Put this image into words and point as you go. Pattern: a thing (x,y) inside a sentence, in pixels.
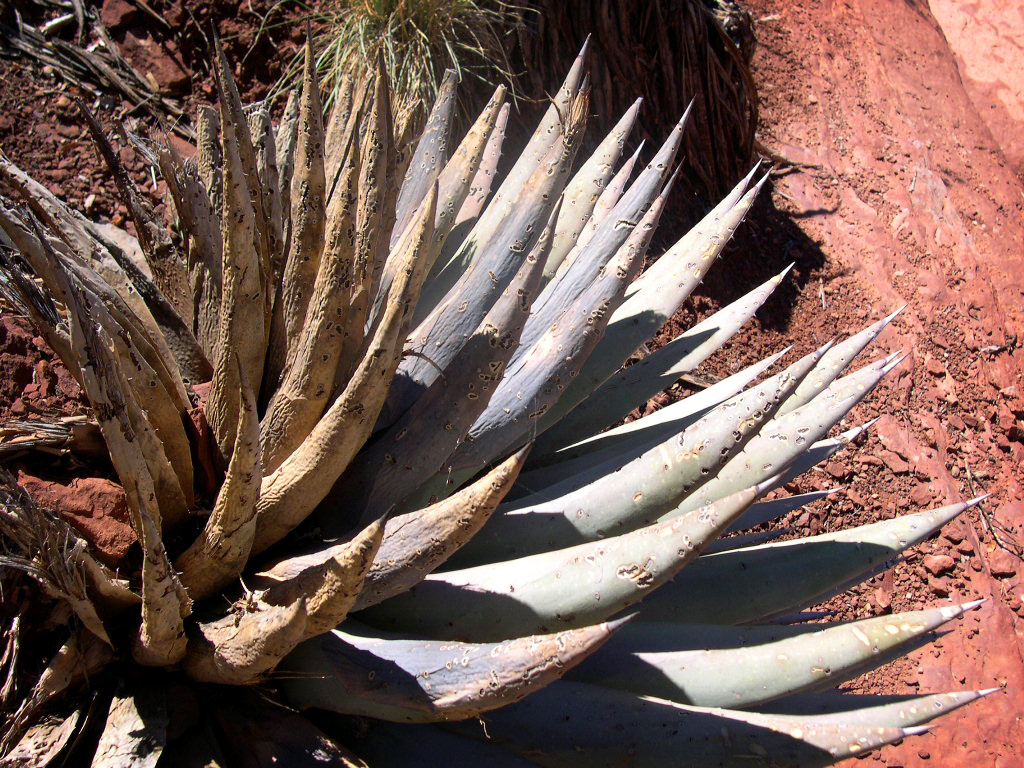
In this image I can see the plants (388,342) and grass (394,50). To the side I can see the brown color rock (890,342).
